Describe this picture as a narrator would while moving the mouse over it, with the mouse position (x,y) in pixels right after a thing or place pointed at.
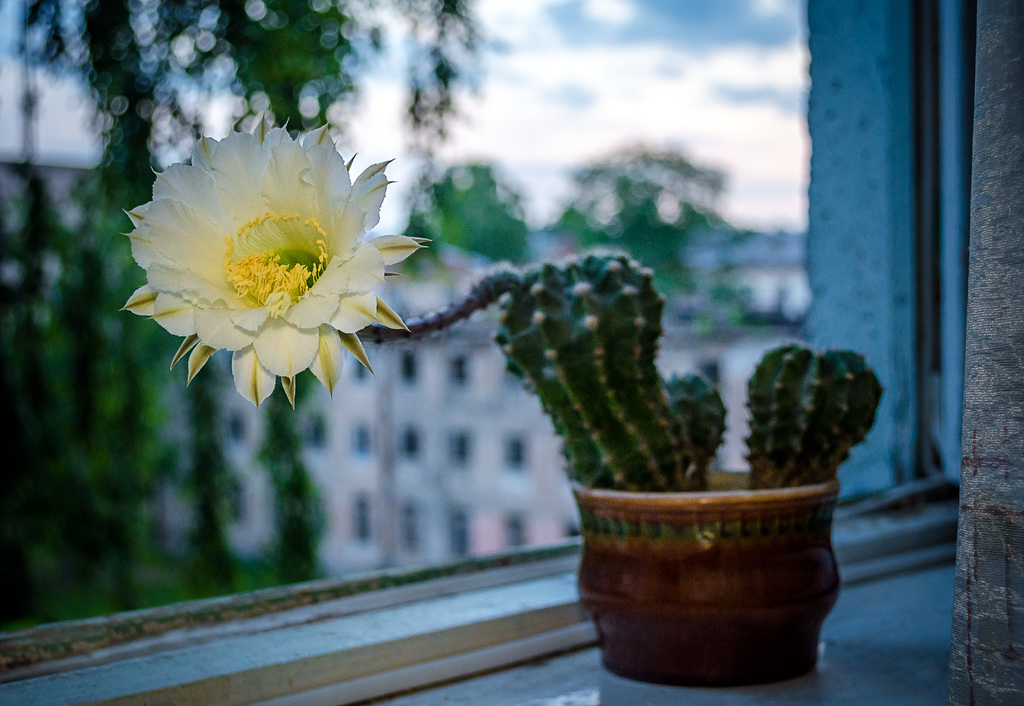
In this image there is a flower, behind the flower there is a cactus plant (545,390) on the window shelf (552,589), behind the flower (239,237) there is a glass window (502,128), from the window (503,127) we can see trees (306,474) and buildings (455,480) and there are clouds (577,9) in the sky (673,68).
